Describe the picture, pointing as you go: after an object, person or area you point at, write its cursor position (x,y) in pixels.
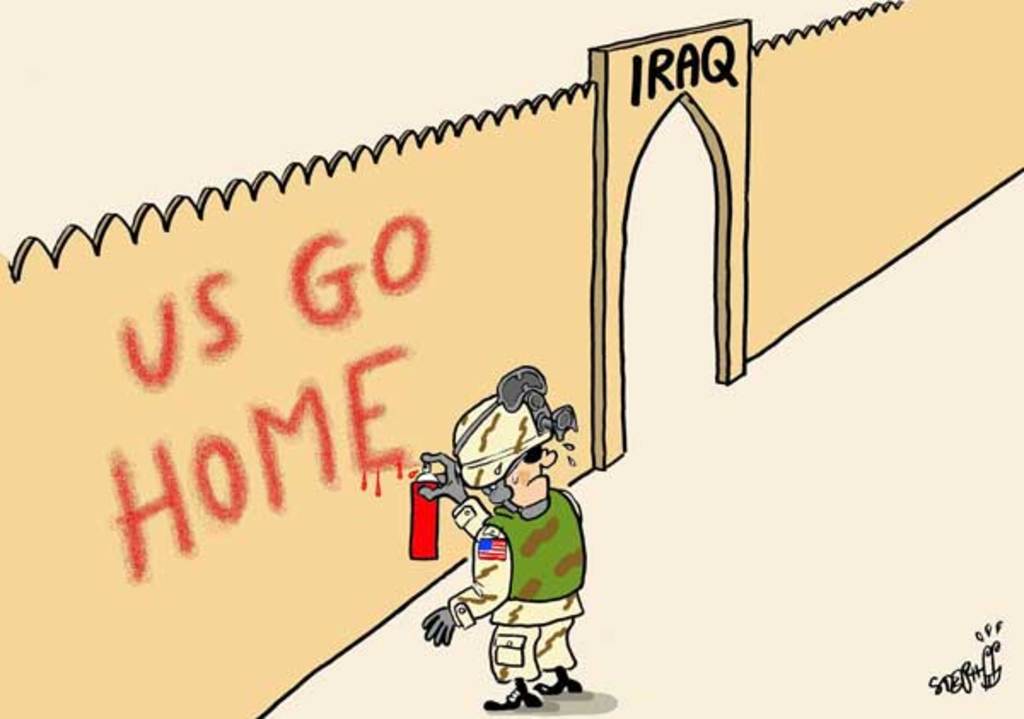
In this image I can see the depiction picture. In that picture I can see a man (487,420), the wall (469,353) and I can see he is holding a red color spray can (436,501). I can also see he is wearing a helmet (485,459), a jacket (502,513) and the uniform (497,556). I can also see something is written on the wall (582,305) and on the bottom right corner of the image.
